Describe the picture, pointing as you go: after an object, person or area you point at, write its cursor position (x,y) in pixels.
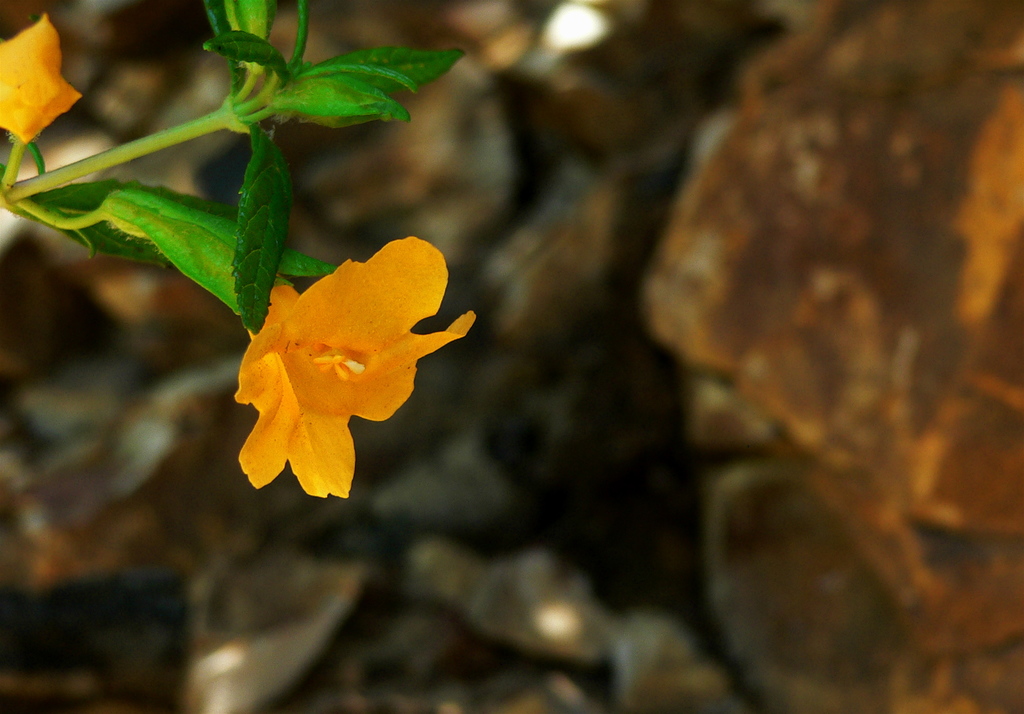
In this image there are flowers (281,324) along with leaves (172,223) and the background (34,433) is blurry.
